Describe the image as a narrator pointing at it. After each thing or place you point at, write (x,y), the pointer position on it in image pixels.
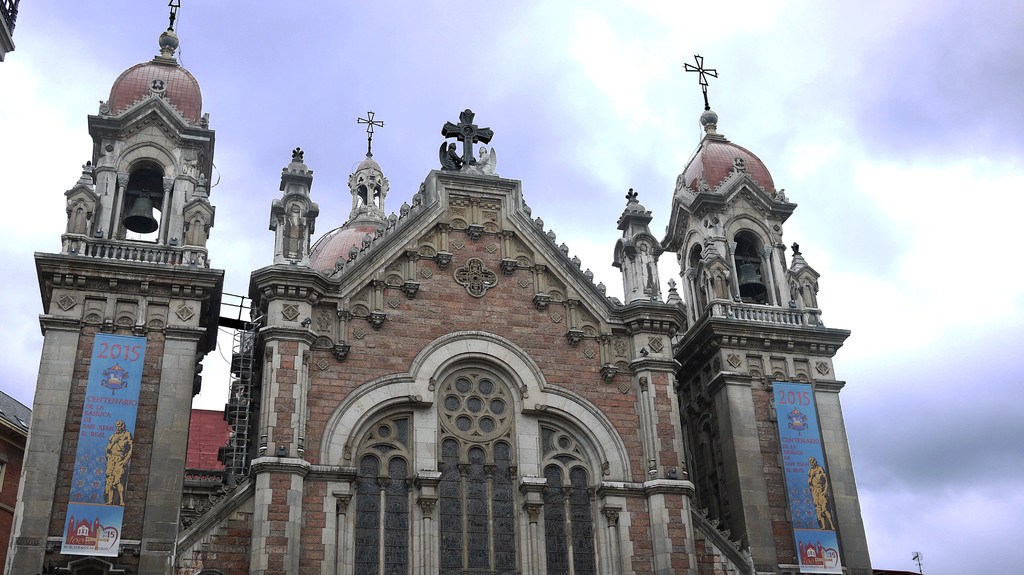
In the image there is building (281,472) with walls (634,562), pillars (268,552), sculptures (416,207), glasses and designs (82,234) on it. And also there are two pillars (705,344) with sculptures (726,270), pillars (688,276), bells (749,280) and some other things (787,473). Behind them the building (256,573) there is sky (847,113) with clouds (936,249).
